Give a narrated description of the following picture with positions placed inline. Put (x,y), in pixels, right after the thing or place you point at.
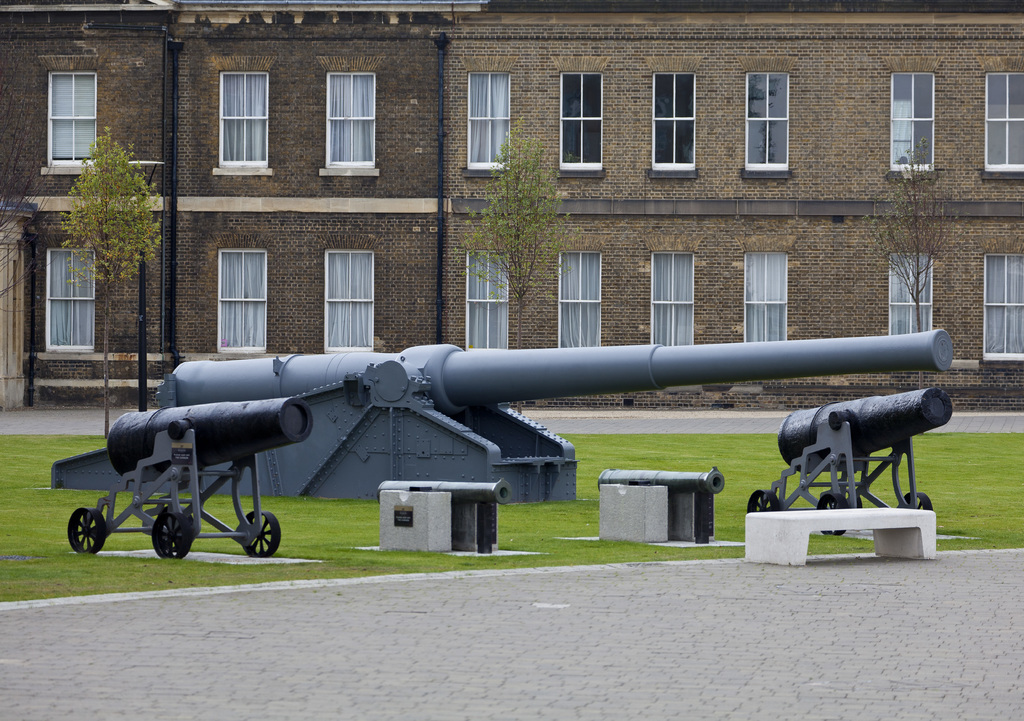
Here in this picture we can see cannons (278,394) present on the ground (394,560), which is fully covered with grass (152,570) over there and we can also see a house (365,348) with number of windows (997,310) and curtains (1003,281) on it over there and we can also see trees (134,224) present over there.
